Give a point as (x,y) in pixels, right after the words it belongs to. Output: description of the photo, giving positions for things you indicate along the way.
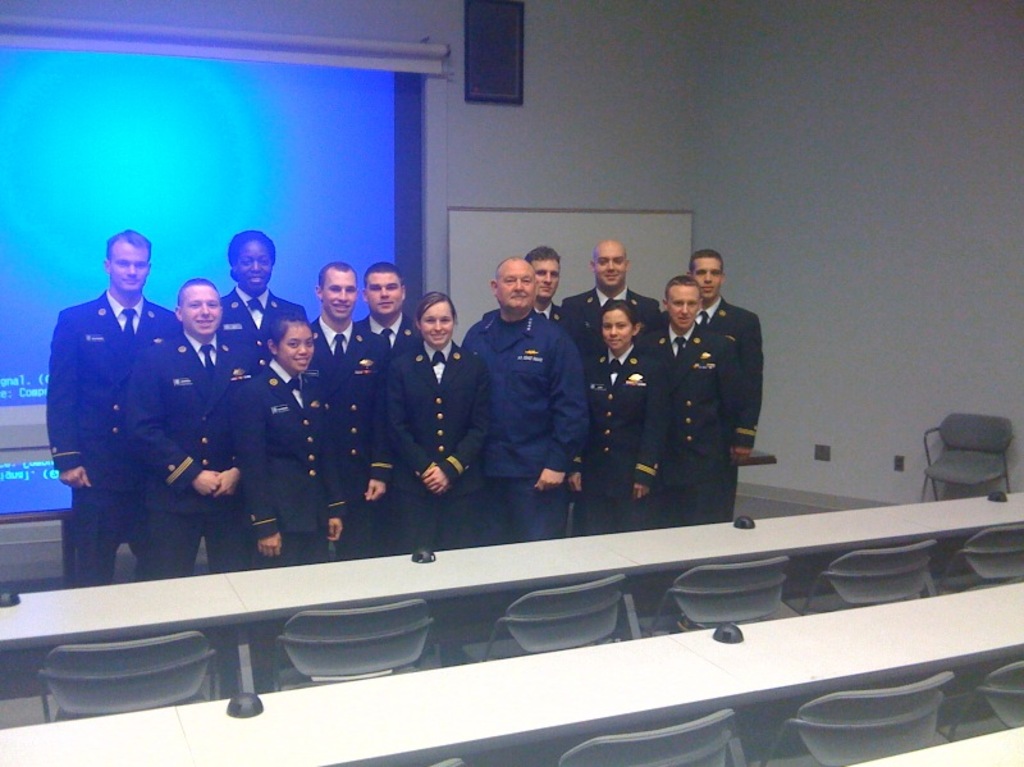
In the picture we can see some group of people (703,492) standing in the uniforms (686,481) with black color blazers (57,403), ties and shirts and in the background (968,226), we can see a wall (983,217) with a screen (43,87) which is blue in color and beside it, we can see a white color board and in front of the people (620,481) we can see some rows of desks (316,731) and chairs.
